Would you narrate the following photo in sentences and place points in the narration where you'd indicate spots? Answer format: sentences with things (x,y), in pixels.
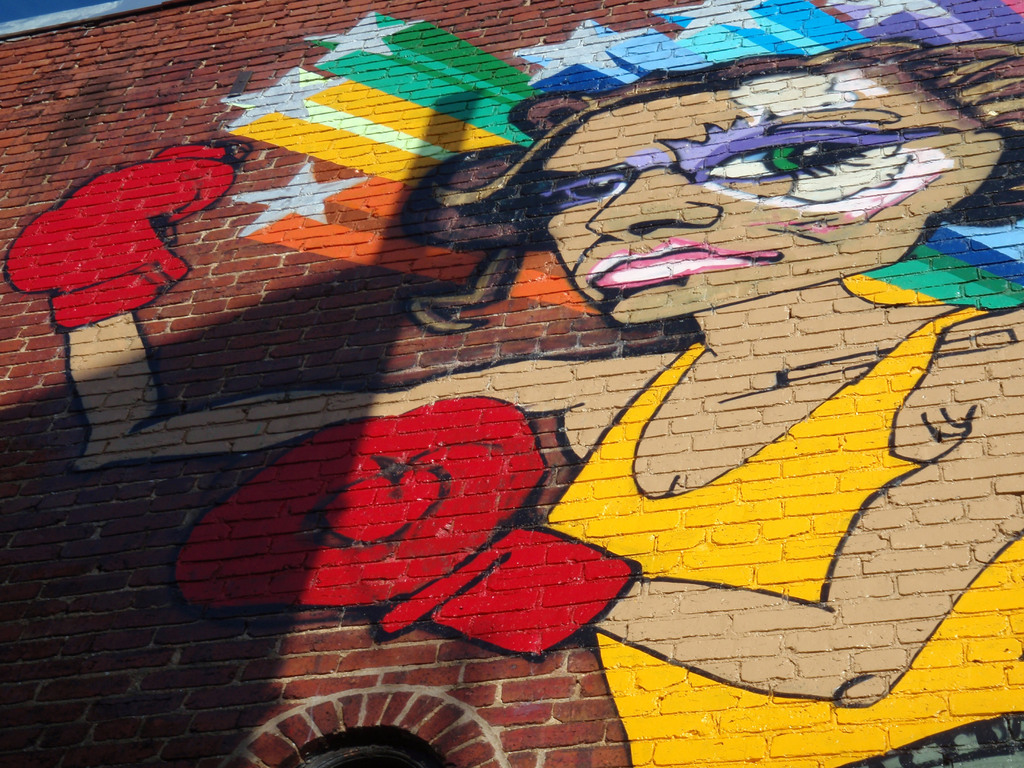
In the picture I can see the painting (882,571) of a woman (591,380) wearing the boxing gloves (270,470) on the brick wall (663,398).
